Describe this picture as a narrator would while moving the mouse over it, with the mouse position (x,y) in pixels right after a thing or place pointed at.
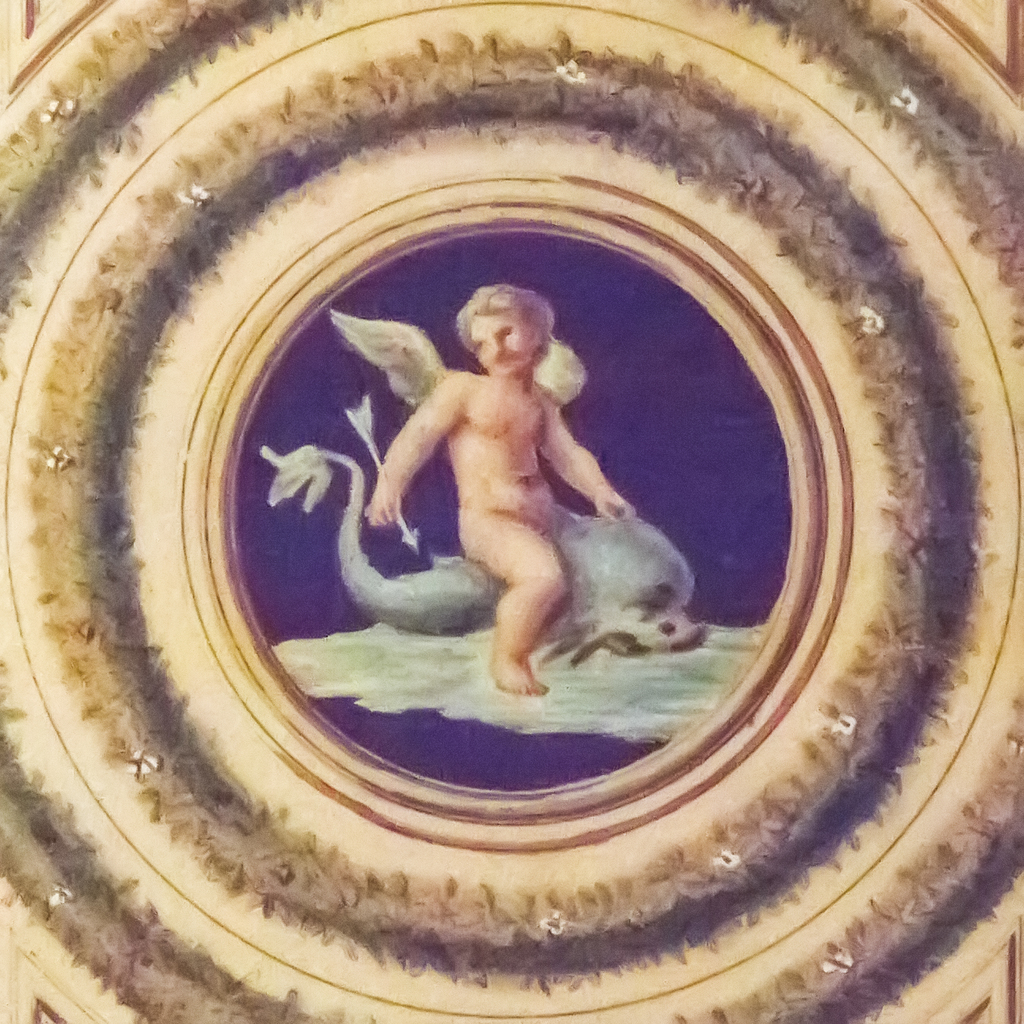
This image is a mythological painting. In this image I can see a child (494,385) with two wings (413,375) holding an arrow (370,422) in his hand (374,513) sitting on a dolphin (477,624).
